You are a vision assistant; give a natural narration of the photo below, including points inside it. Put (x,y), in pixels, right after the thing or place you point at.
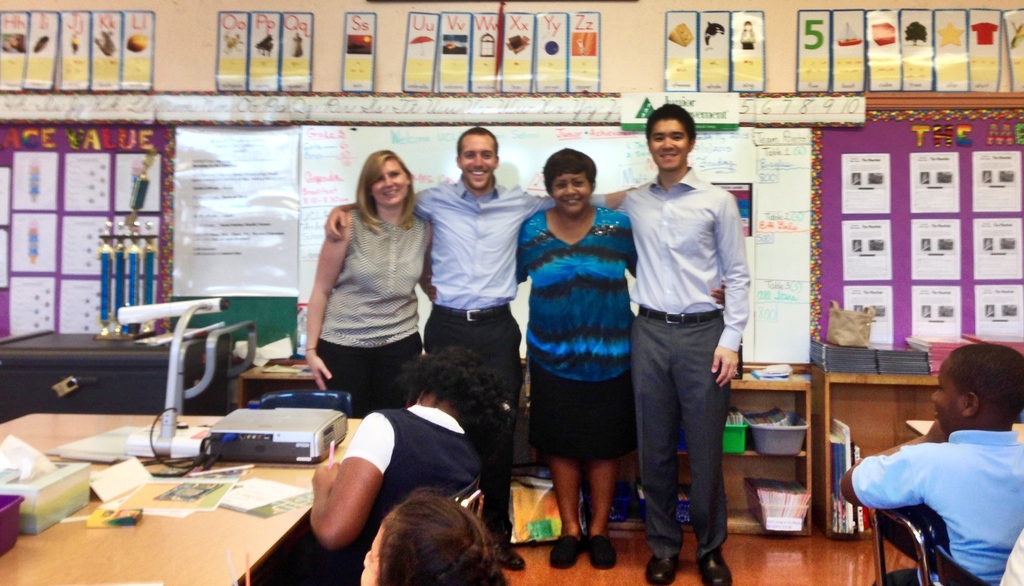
This is an inside view. In the middle of the image (515,277) two men (474,263) and two women (567,315) are standing on the floor (615,574), smiling and giving pose for the picture. At the bottom (479,548) there are few people (452,546) sitting on the chairs (872,528). On the left side (138,539) there is a table (173,561) on which projector (262,432), papers (125,496), boxes (117,517) and some other objects (156,432) are placed. At the back of these people (603,322) there are few tables (764,393) on which boxes (765,441), books (857,369) and some other objects (300,346) are placed. In the background (857,200) there are many posters (344,90) attached to the wall (628,39). On the posters (235,222), I can see the text (724,159).
